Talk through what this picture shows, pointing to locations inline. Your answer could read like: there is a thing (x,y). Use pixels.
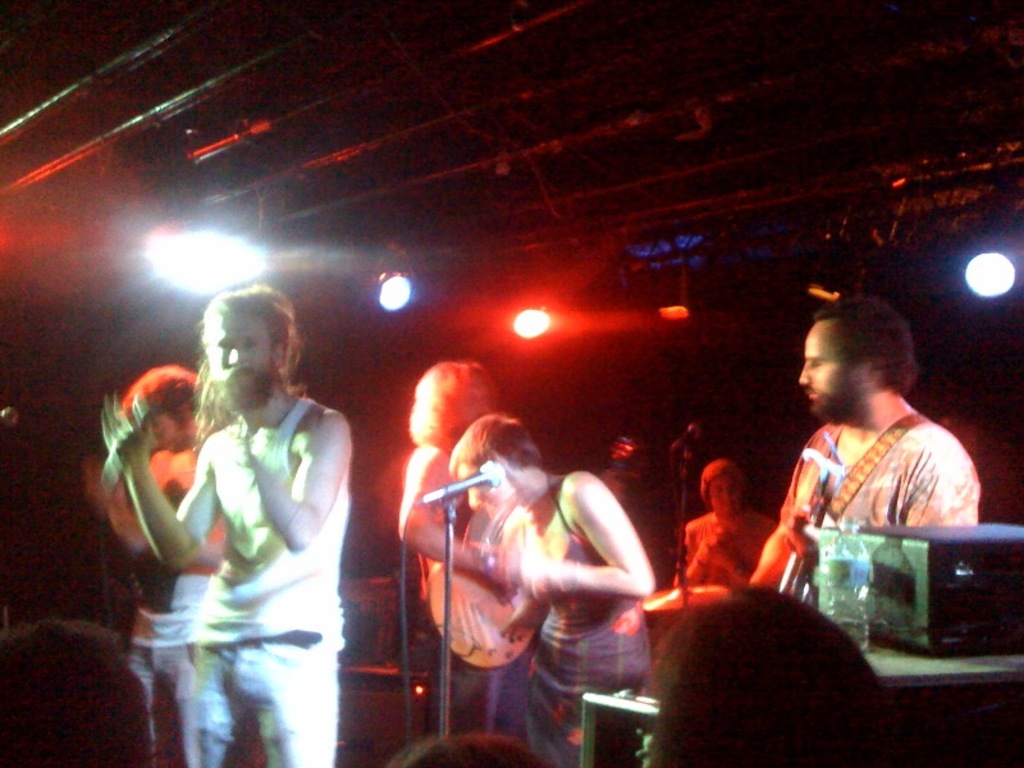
In the left (271,627) there is a man (269,715), he is wearing a trouser (274,693). In the middle (552,511) there is a woman (584,640) she is wearing a dress (611,650). To the right (864,466) there is a man (864,502) he is holding some musical instrument (804,581). To the right (916,679) there is a table (953,684) on that table (950,664), there is a bottle (865,581) and some other items (956,613). In the background (471,409) there are some people (723,475). I think this is a stage performance. In the background (546,308) there are many focus lights (197,252).
